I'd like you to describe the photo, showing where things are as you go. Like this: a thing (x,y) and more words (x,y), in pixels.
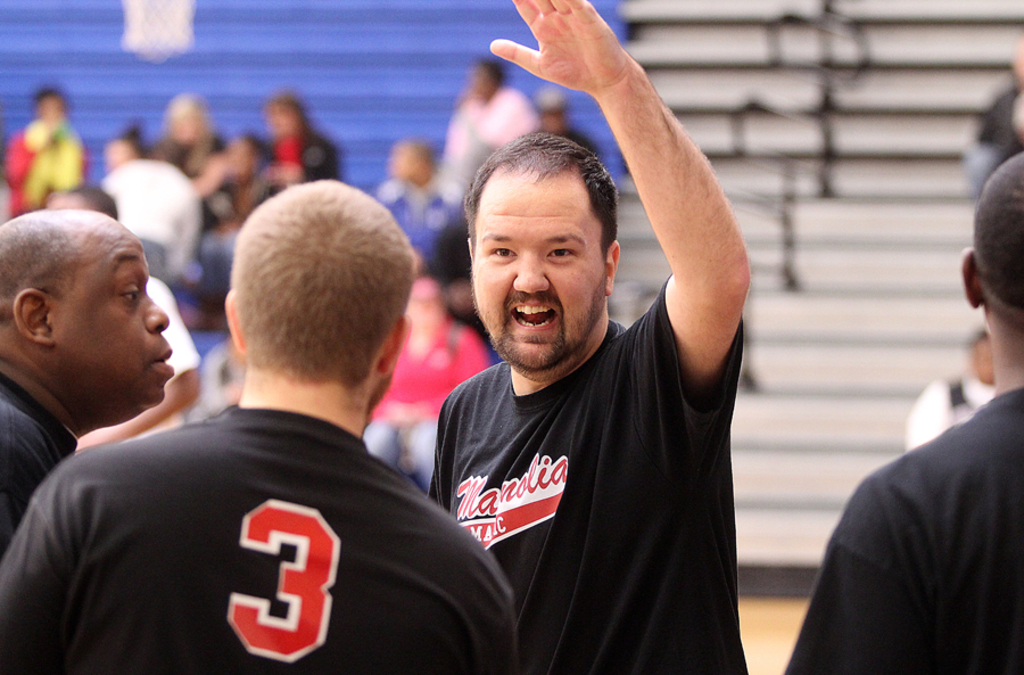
In this picture we can see there are some people (263,532) standing and some people (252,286) are sitting. Behind the people (546,445) there is blurred background (712,24).
